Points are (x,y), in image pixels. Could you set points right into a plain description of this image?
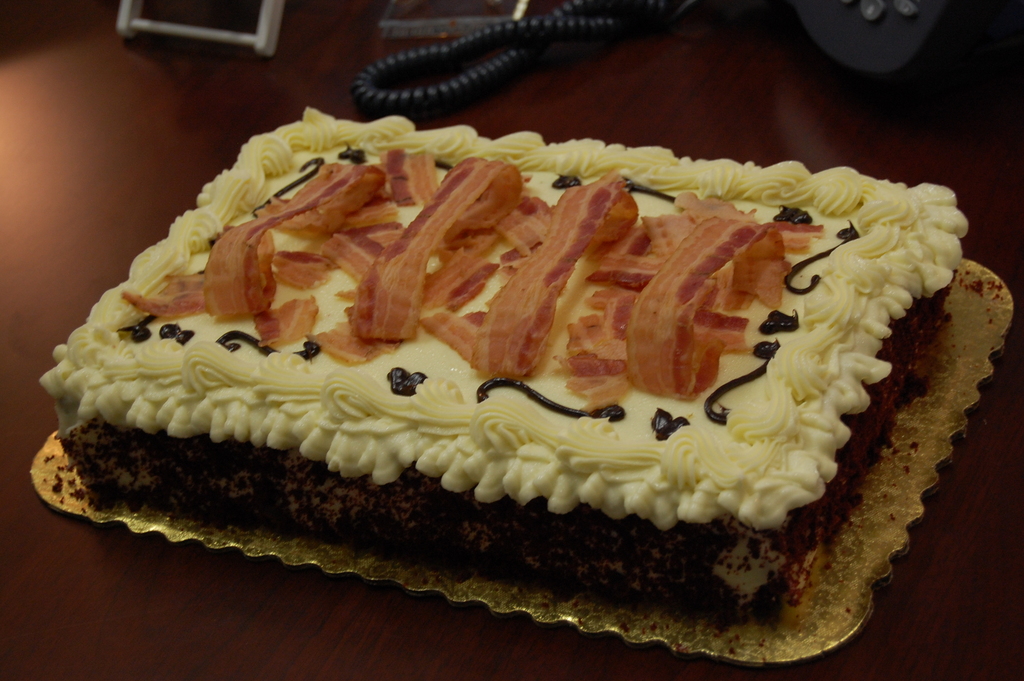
In this picture we can see a cake (283,442) on a platform (965,344) and in the background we can see a spring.
